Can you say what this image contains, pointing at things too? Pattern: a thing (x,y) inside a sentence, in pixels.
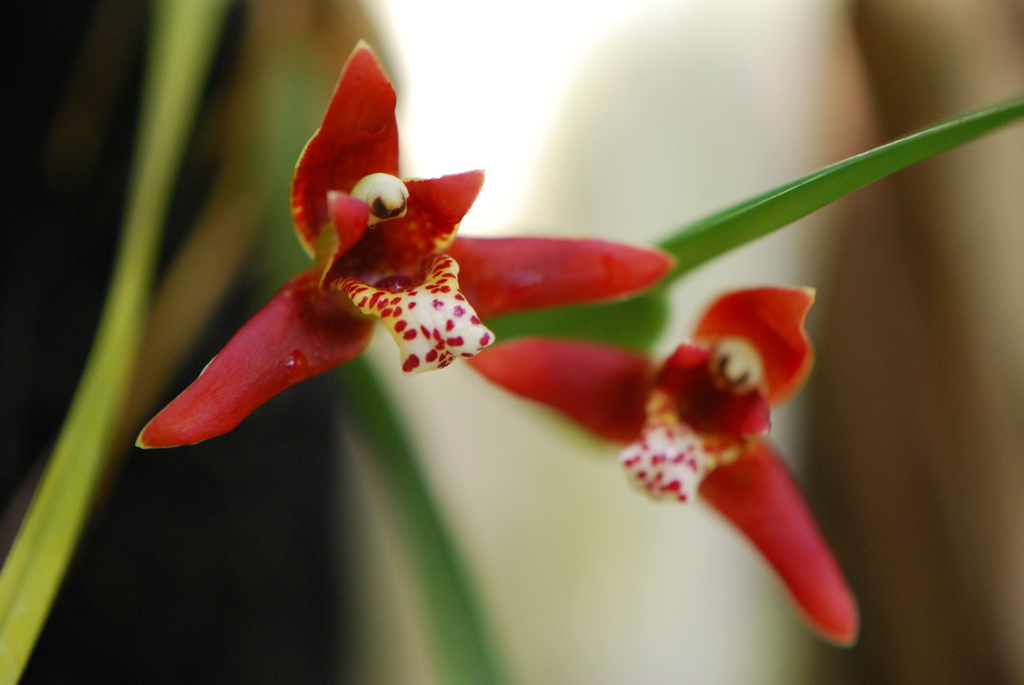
In this image in front (771,220) there are flowers (538,359), leaves (758,228) and the background of the image (779,11) is blur.
